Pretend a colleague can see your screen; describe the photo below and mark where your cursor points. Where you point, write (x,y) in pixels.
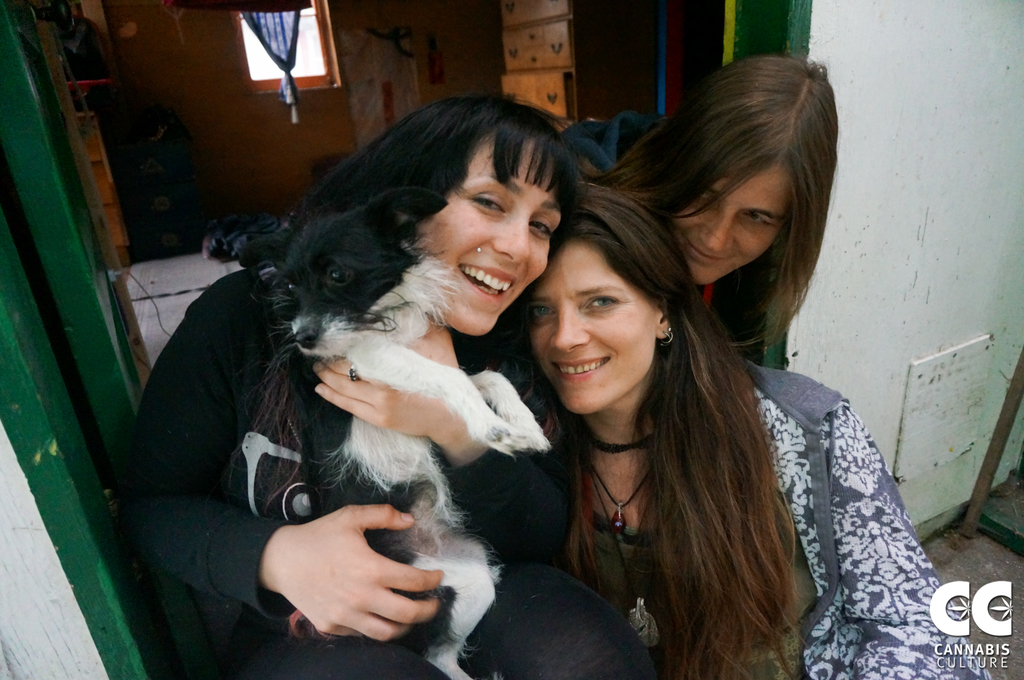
There are 3 women (597,325) here and a woman (372,389) is holding dog (358,366) in her hands (323,375). In the background (271,117) there is a window (305,70), wall (246,102), curtain (268,25), cupboards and a door (67,224).
